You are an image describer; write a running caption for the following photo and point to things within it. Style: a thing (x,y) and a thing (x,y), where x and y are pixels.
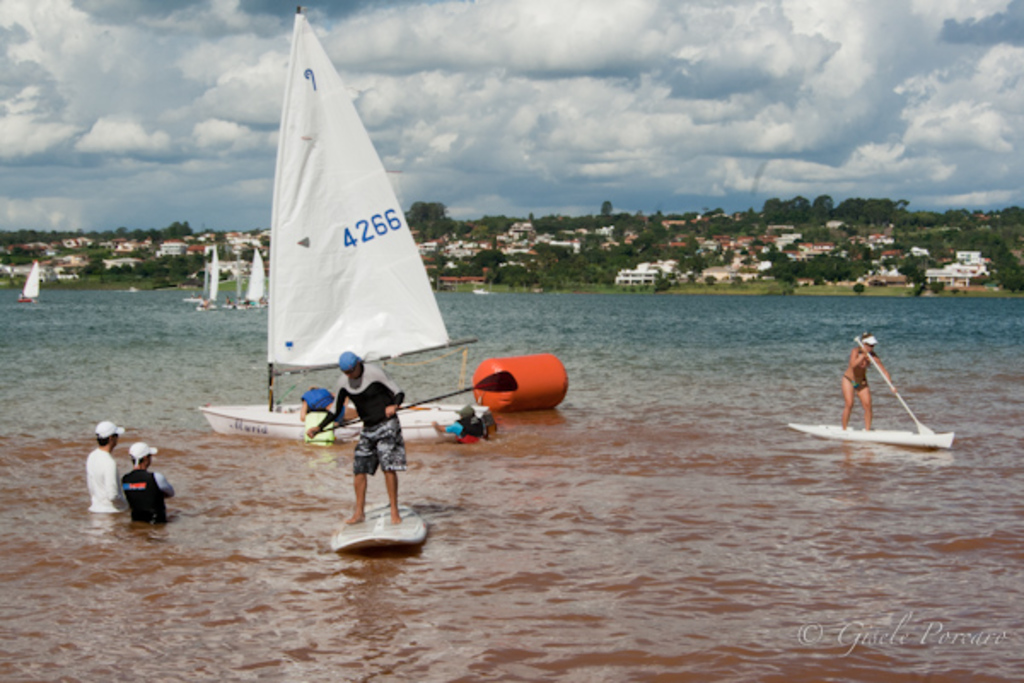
In this image I can see the water (519,342) in front (190,440) and I see a boat (426,406) and I see 2 men (105,483) on the left (104,468) and I see the orange color near to the boat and I see 2 people (372,417) on the board (367,515) and they're holding paddles (886,382) in their hands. In the background (201,203) I see number of trees (810,236) and buildings (792,237) and I see the clouds (165,78).
